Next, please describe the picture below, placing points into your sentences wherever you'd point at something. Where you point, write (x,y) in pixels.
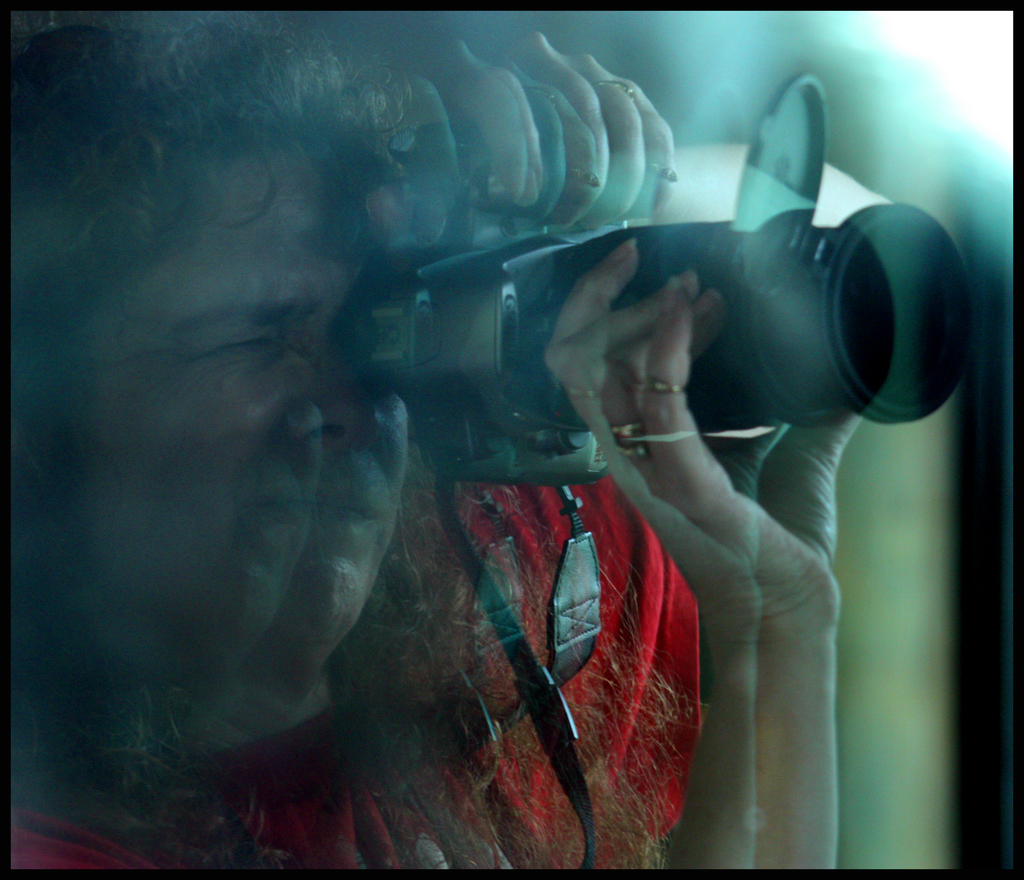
This image is a little blurred. In this image a person (275,488) is holding a camera (541,453) and about to click pictures with a camera (810,379).
